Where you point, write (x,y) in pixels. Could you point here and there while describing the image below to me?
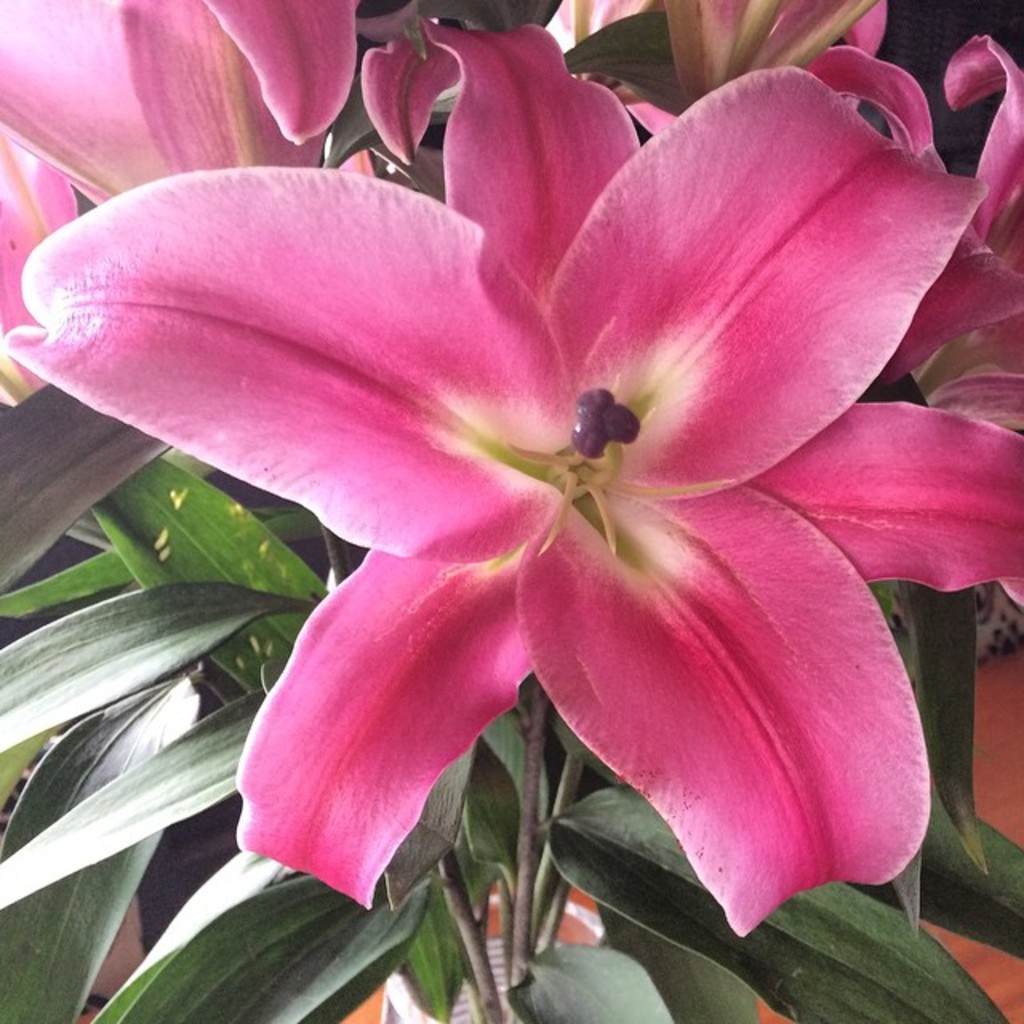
In this picture we can see flowers (562,143) in the front (753,143), at the bottom (306,872) there are some leaves (40,489), we can see petals (270,270) of these flowers (408,235).
